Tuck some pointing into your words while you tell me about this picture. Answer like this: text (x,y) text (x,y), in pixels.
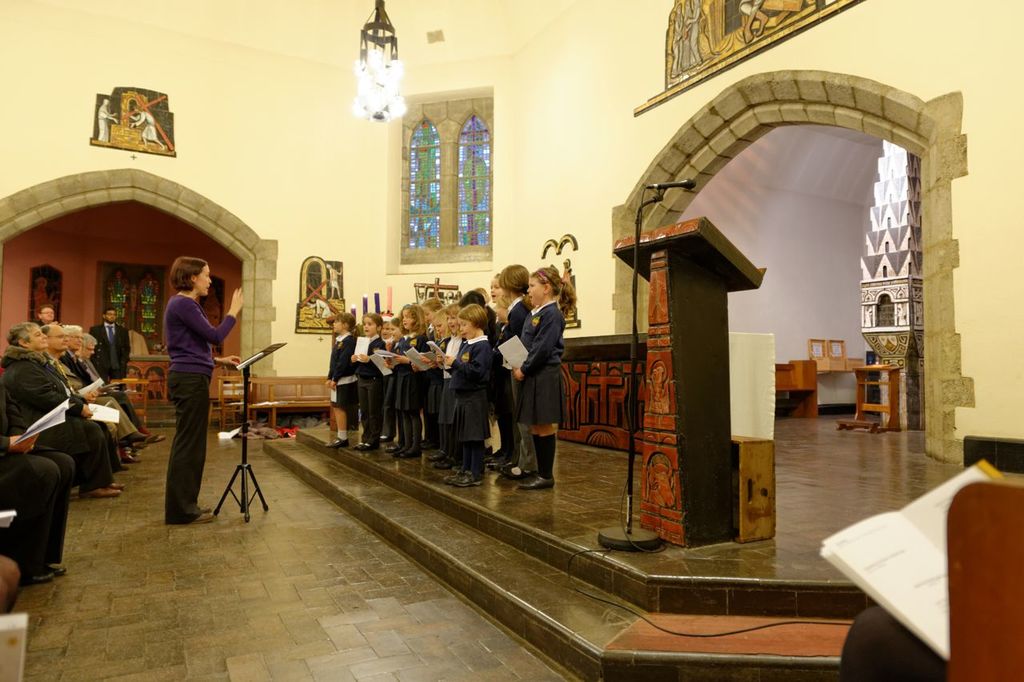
In this image I can see a person (174,333) wearing violet shirt (181,327) and black pant (174,504) is standing and in front of her I can see few children (451,412) standing on the stage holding few objects (437,361) in their hands (450,360) and on the stage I can see a podium (694,389) and a microphone (677,183). To the left side of the image (17,361) I can see few persons (96,375) sitting on chairs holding few papers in their hands (90,415). In the background (127,349) I can see few persons (108,333) standing, the wall (75,245), few photo frames (52,297) attached to the wall (105,75), the window (425,139) and the light (393,68).
